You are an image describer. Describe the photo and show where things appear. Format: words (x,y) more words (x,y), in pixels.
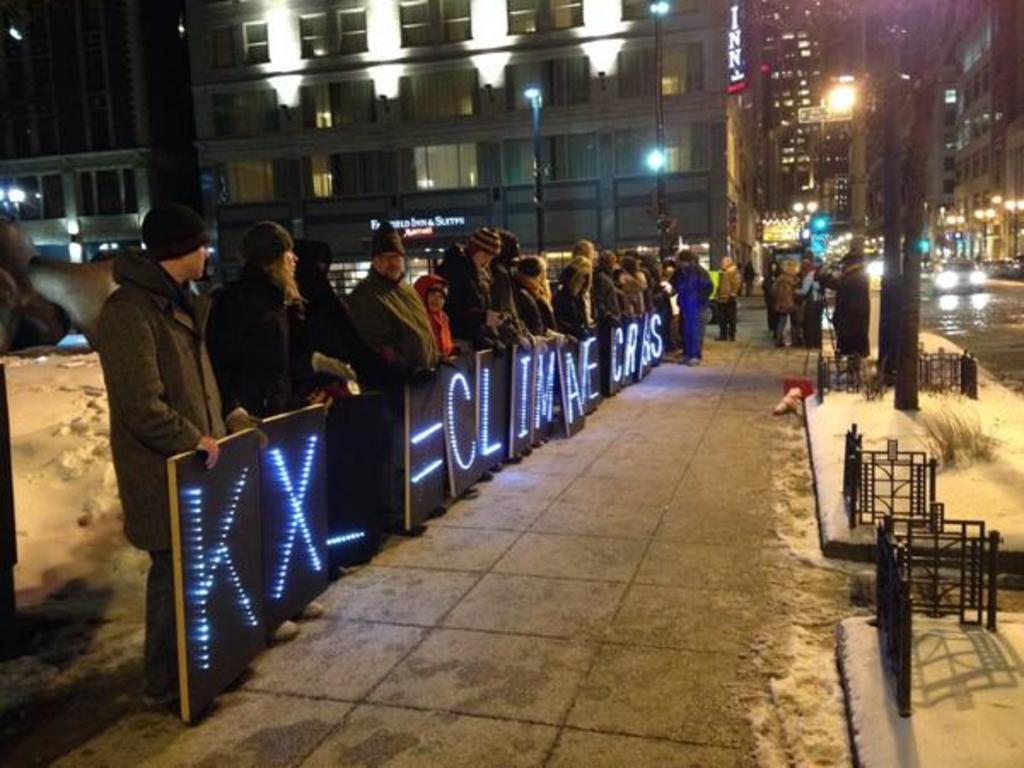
In this image there are people (697,356) standing on the pavement (430,626). They are holding the boards (354,485) having lights (313,454). Right side (898,679) there are fences (906,665). There are poles (897,235) on the pavement (888,416) covered with the snow (947,729). Right side there are vehicles (1011,273) on the road (985,322). There are street lights (861,160). Background (94,59) there are buildings (564,135).
